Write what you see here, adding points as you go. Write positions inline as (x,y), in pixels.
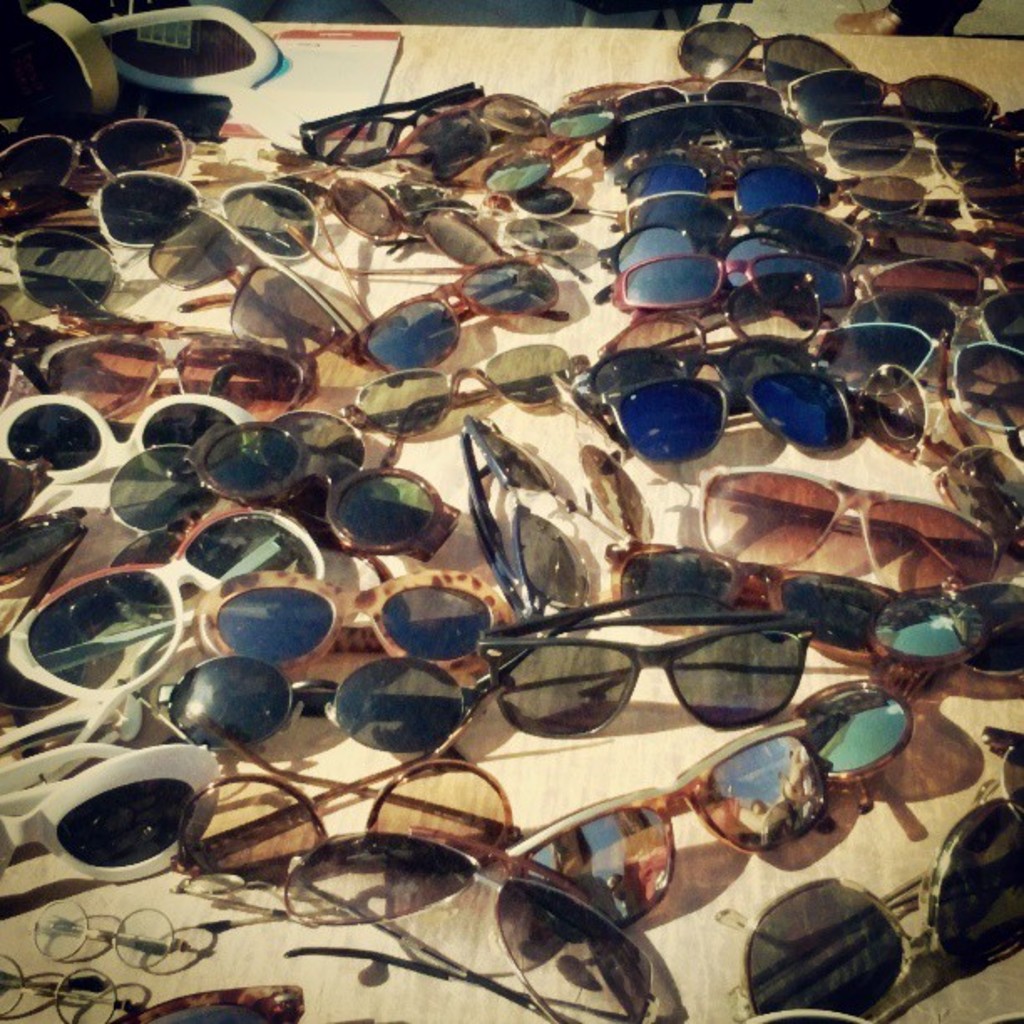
We can see goggles (414,128) and objects (387,56) on the table (482,47). In the background (853,24) we can see person leg (927,14).
